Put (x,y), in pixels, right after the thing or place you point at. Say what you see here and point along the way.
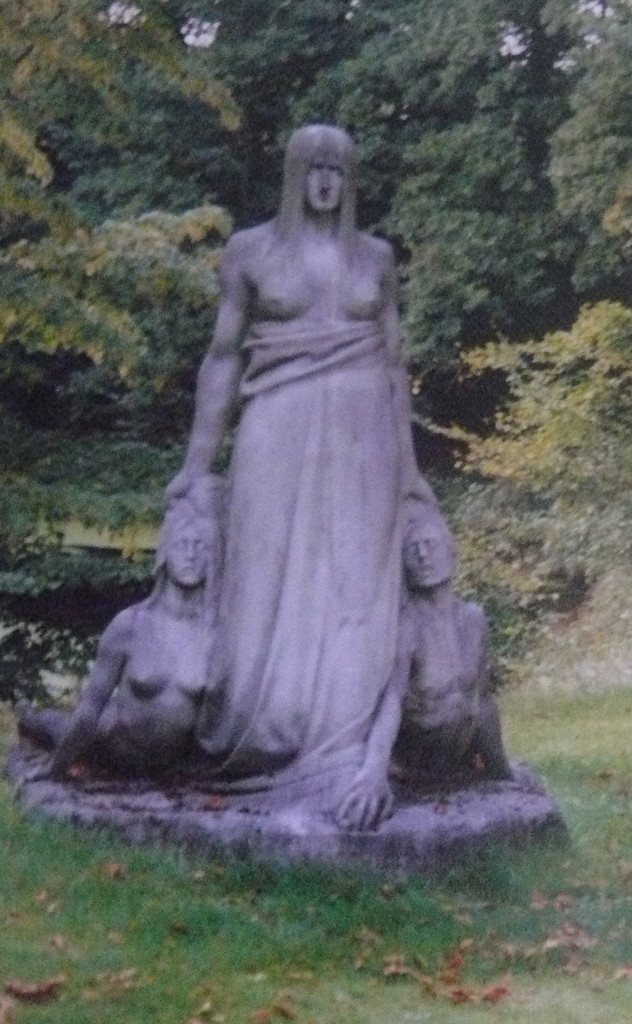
In this image I can see a statue of three persons (261,569) on the ground (421,968). I can see few leaves (408,968), some grass (364,926) and few trees (471,185) which are green in color.
